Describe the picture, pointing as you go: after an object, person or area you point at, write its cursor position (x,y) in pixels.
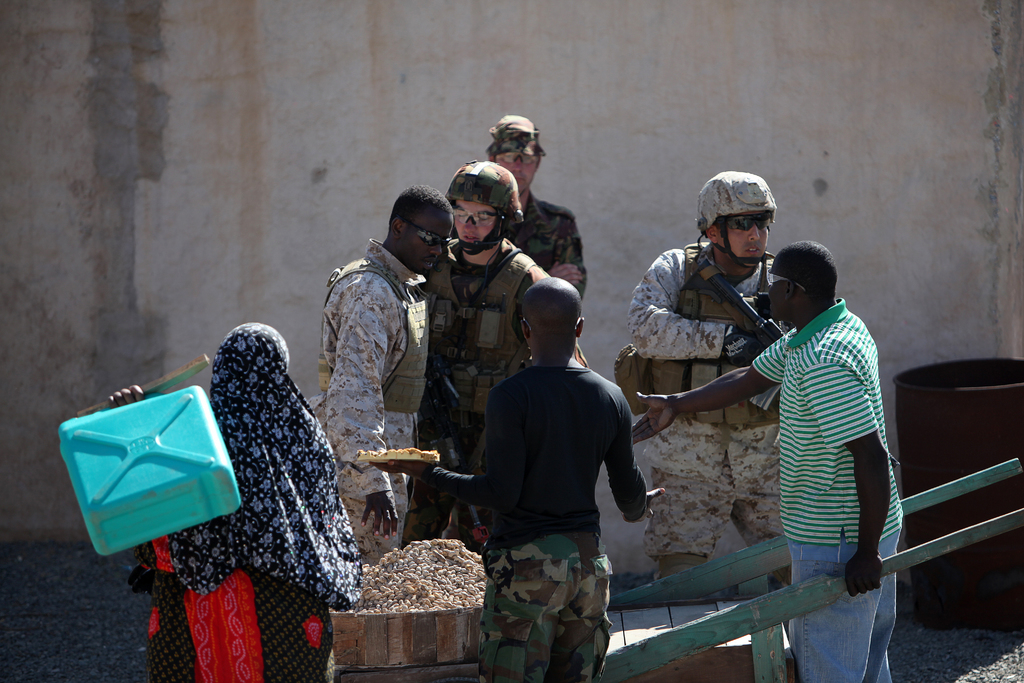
In this image we can see this person (875,531) wearing a green T-shirt (809,465) is moving the trolley (645,655) on the road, this person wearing black T-shirt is holding a pan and this woman (208,662) wearing a scarf (175,540) is holding the can (177,489). In the background (748,245), we can see these people (511,287) wearing, uniforms (529,285), jackets (430,318), helmets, glasses (759,218), we can see the wall (990,328) and the drum (1005,361) here.
